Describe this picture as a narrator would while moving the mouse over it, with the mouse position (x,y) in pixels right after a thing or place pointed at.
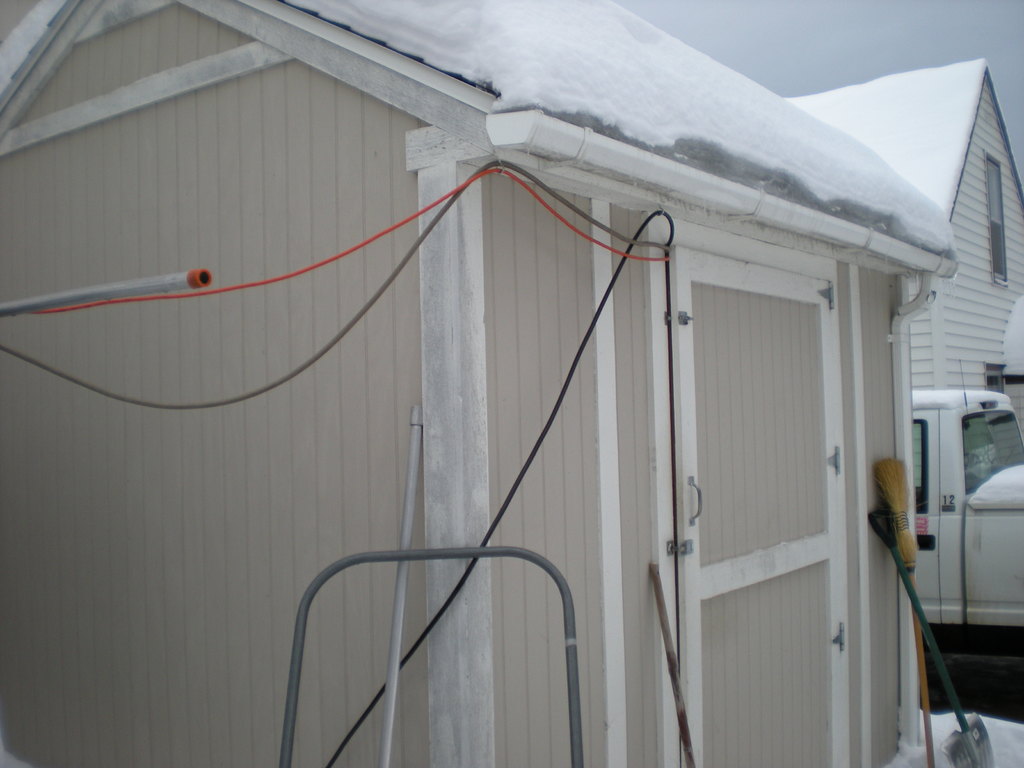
In the image I can see houses (522,420), wires (582,210), vehicles (976,581) and some other objects (419,435).
